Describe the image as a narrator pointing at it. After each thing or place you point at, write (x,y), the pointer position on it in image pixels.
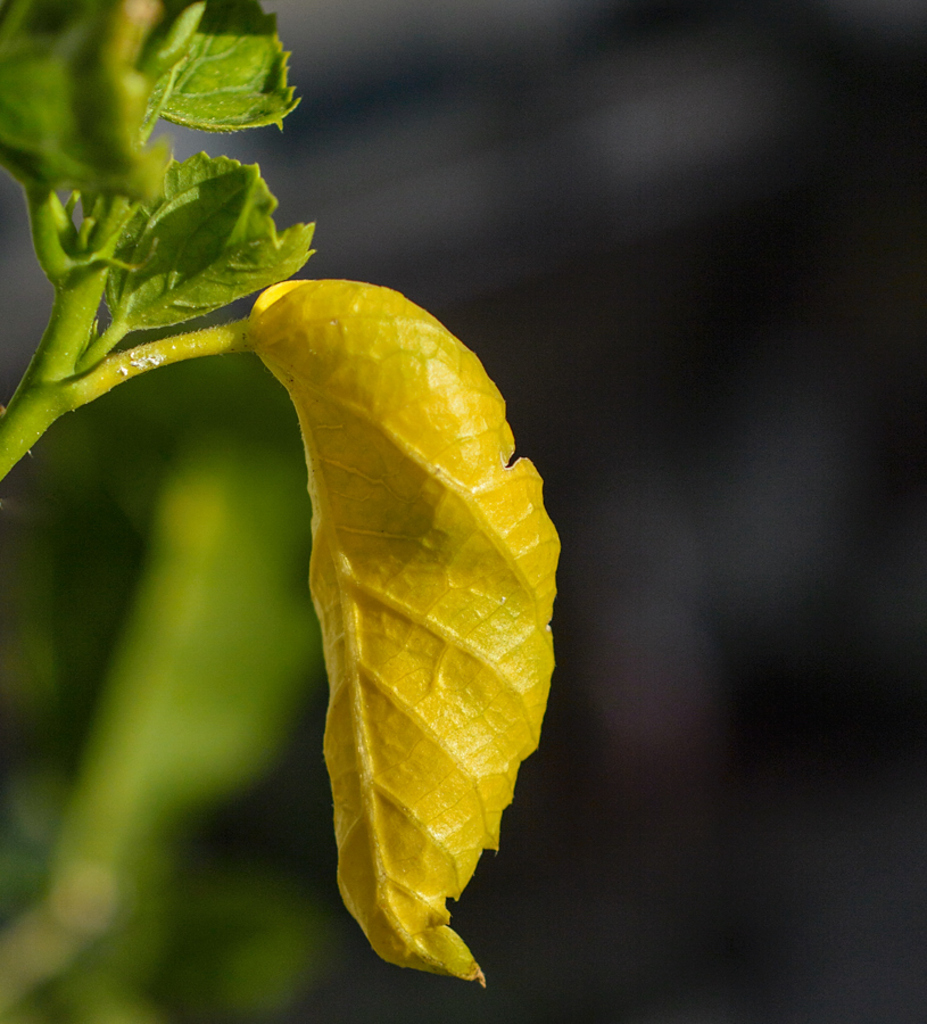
There is a plant (160,209), It is having multiple leaves (230,249) with yellow color and green color.
